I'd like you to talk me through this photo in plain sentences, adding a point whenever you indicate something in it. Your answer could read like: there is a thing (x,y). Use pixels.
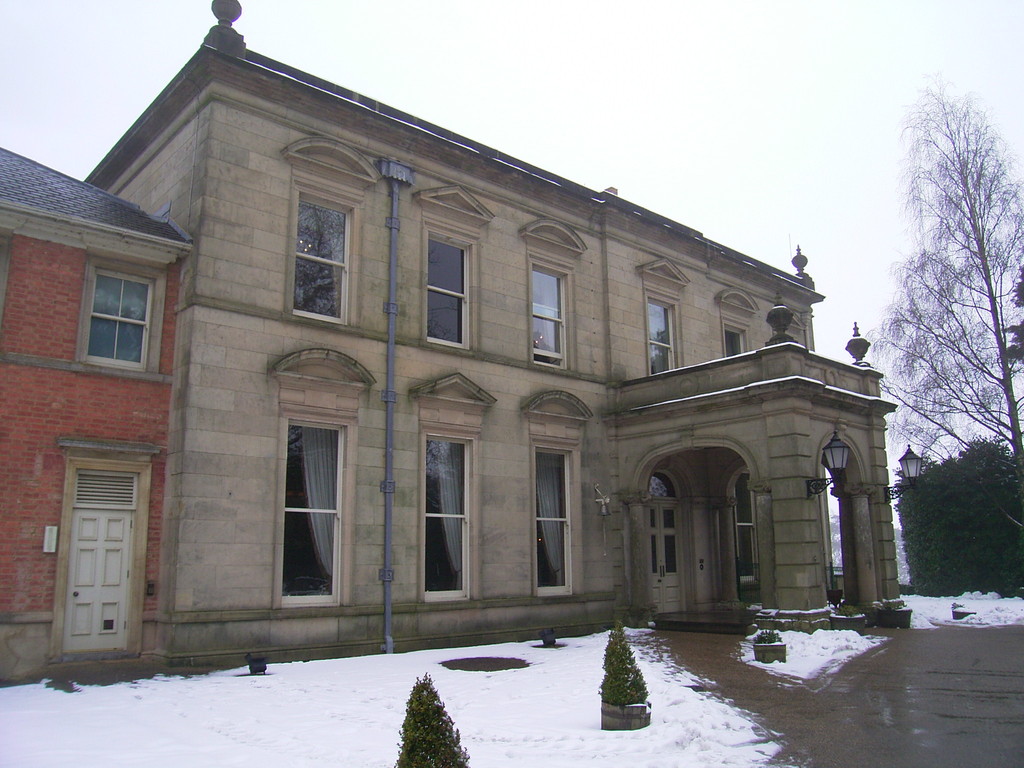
In the image there is a building (432,440) in the back (544,471) with many windows (322,218) and snow (542,740), plants (423,767) in front of it and above its sky (707,73).
